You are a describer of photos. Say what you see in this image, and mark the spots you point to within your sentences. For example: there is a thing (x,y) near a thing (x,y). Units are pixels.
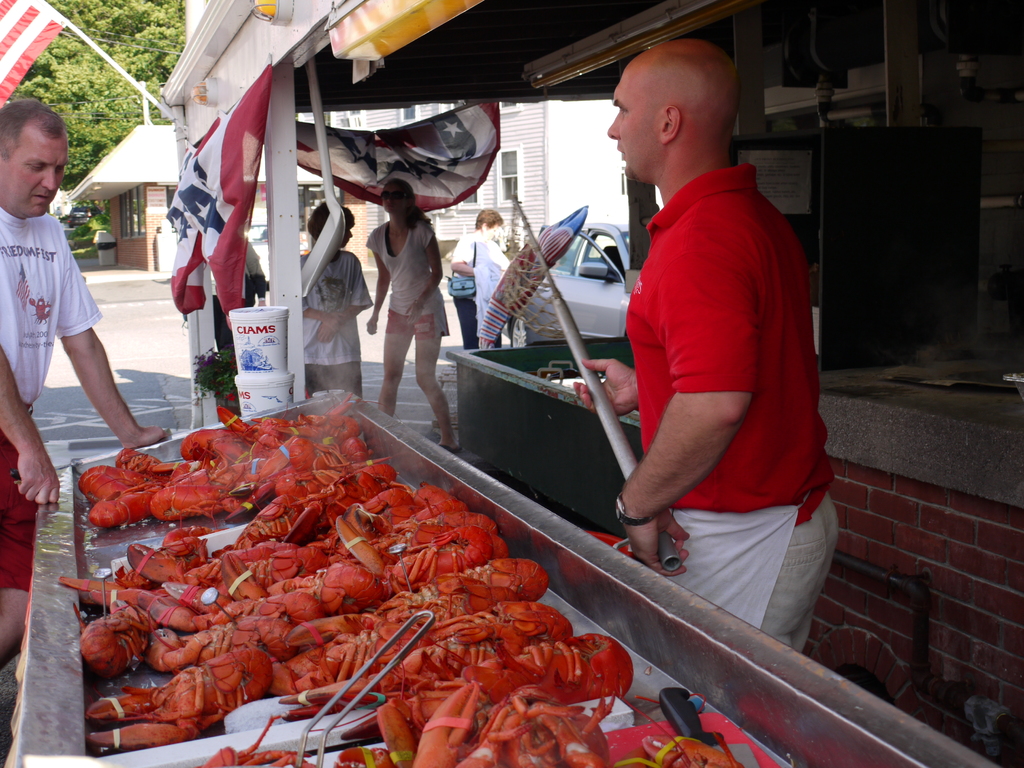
In this picture there is a man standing and holding the object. In the foreground (633,643) it looks like meat (437,734) on the table (77,529) and there is a person (17,595) standing. At the back (425,388) there are group of people (390,336) standing and there are buildings (138,232) and trees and there are flags (221,239) on the building (298,299) and there is a plant (231,400) and there are buckets (244,391) and there is a vehicle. On the right side of the image (1005,741) there is a pipe (1002,710) on the wall (990,663). At the back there is a dustbin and there is a vehicle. At the bottom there is a road (175,400).
